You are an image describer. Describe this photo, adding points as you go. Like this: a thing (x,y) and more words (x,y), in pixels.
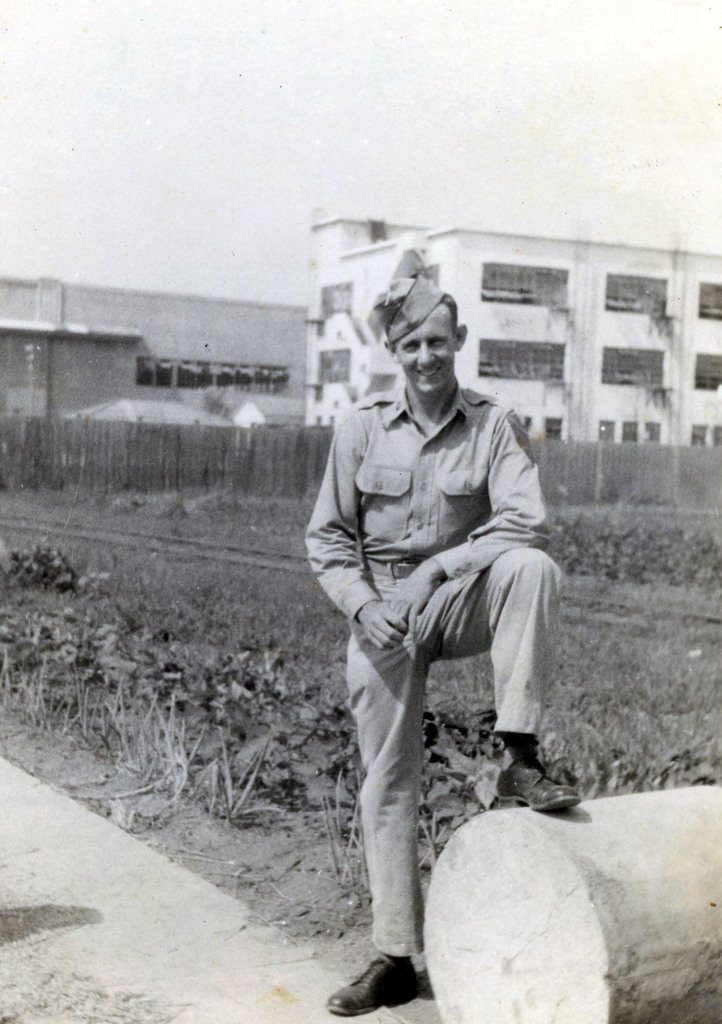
It is a black and white image a person (410,719) is standing and posing for the photo, he is keeping his one of the leg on a cylindrical object (666,882) and behind the man (358,617) there are some plants (157,498) and behind the plants (481,733) there are two buildings (370,286).
